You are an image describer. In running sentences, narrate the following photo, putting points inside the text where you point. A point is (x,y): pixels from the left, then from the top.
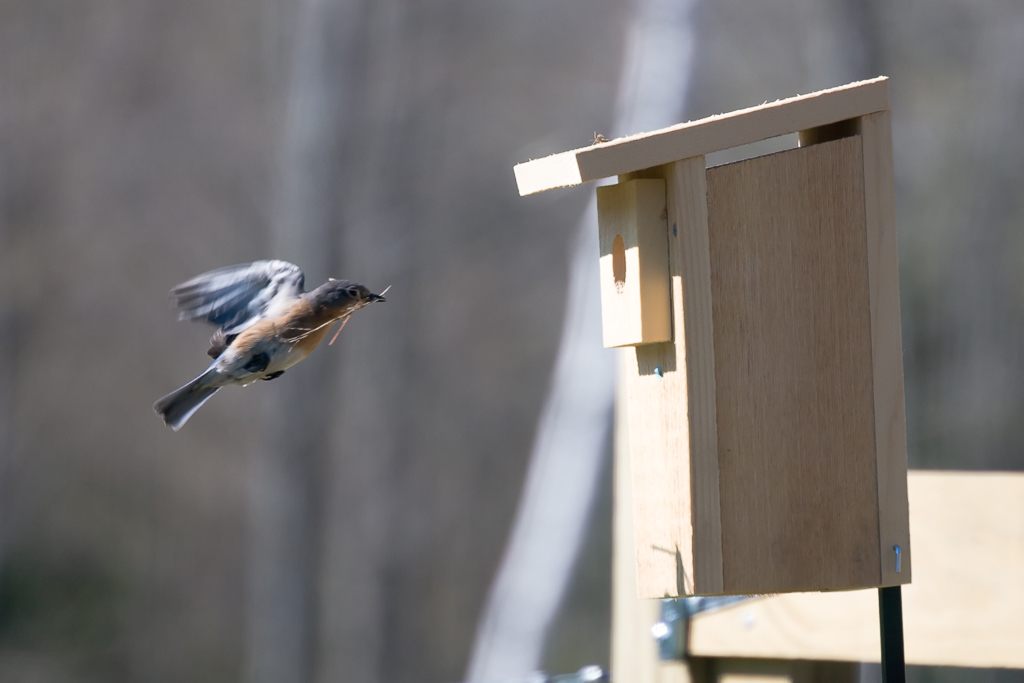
A bird (365,297) is flying in air (253,404). Bird (325,302) is holding some sticks (326,323) with its beak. Right side (721,257) there is a wooden nest (829,354) on the stand (895,636). Background (134,583) is blurry.
